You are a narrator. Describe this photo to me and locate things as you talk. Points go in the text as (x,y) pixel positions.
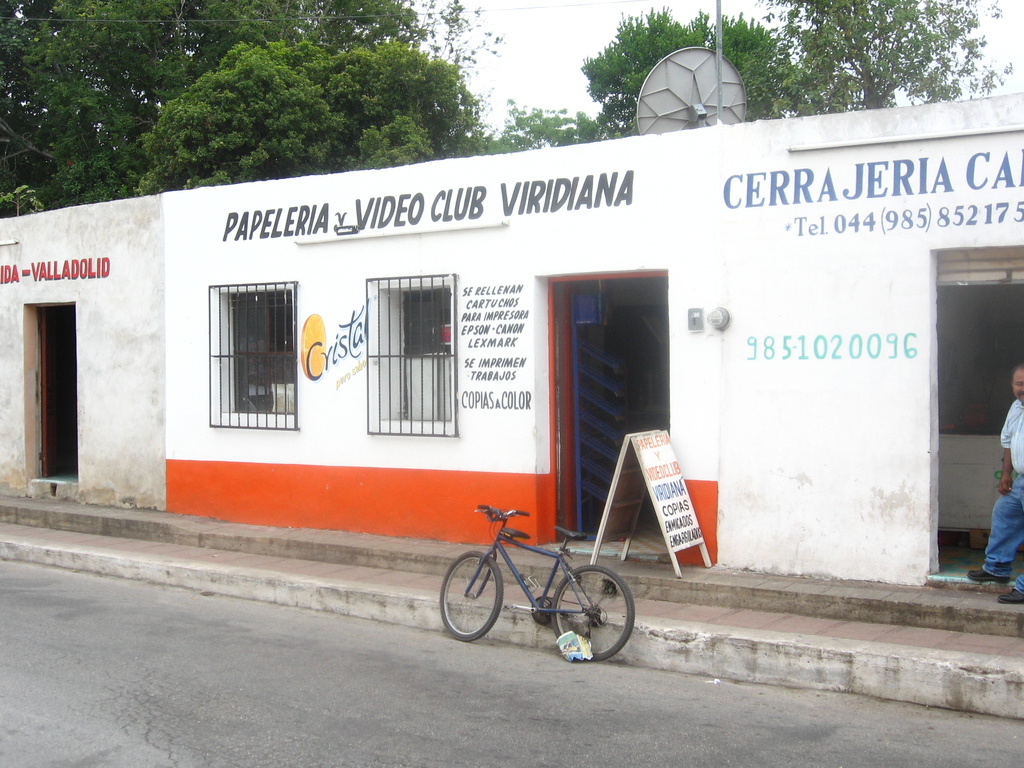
In the center of the image (573,412) we can see doors (570,417) and windows (222,370) to the building (413,357). At the bottom of the image (566,597) we can see cycle (519,529) on the road (849,754). In the background (30,11) we can see trees (74,79) and sky (490,22).
